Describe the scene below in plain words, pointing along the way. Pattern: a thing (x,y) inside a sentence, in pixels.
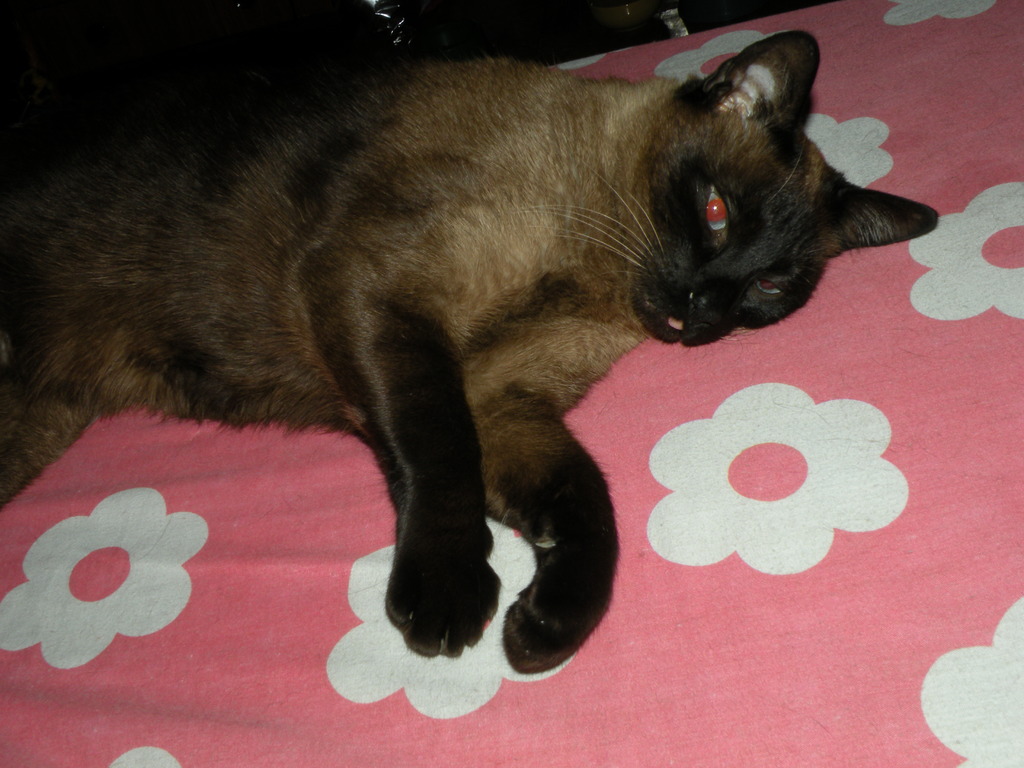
In this image we can see a cat (529,348) on the bed (675,460).
